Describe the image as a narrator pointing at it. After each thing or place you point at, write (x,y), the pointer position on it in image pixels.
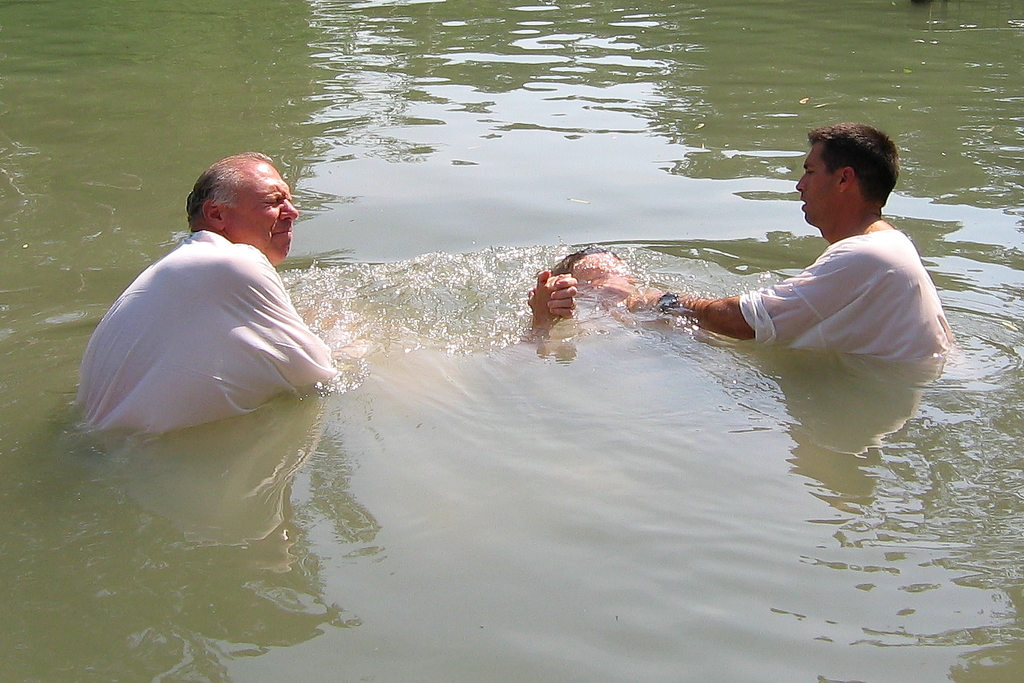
In this image, we can see people (241,202) inside the water (378,397).
